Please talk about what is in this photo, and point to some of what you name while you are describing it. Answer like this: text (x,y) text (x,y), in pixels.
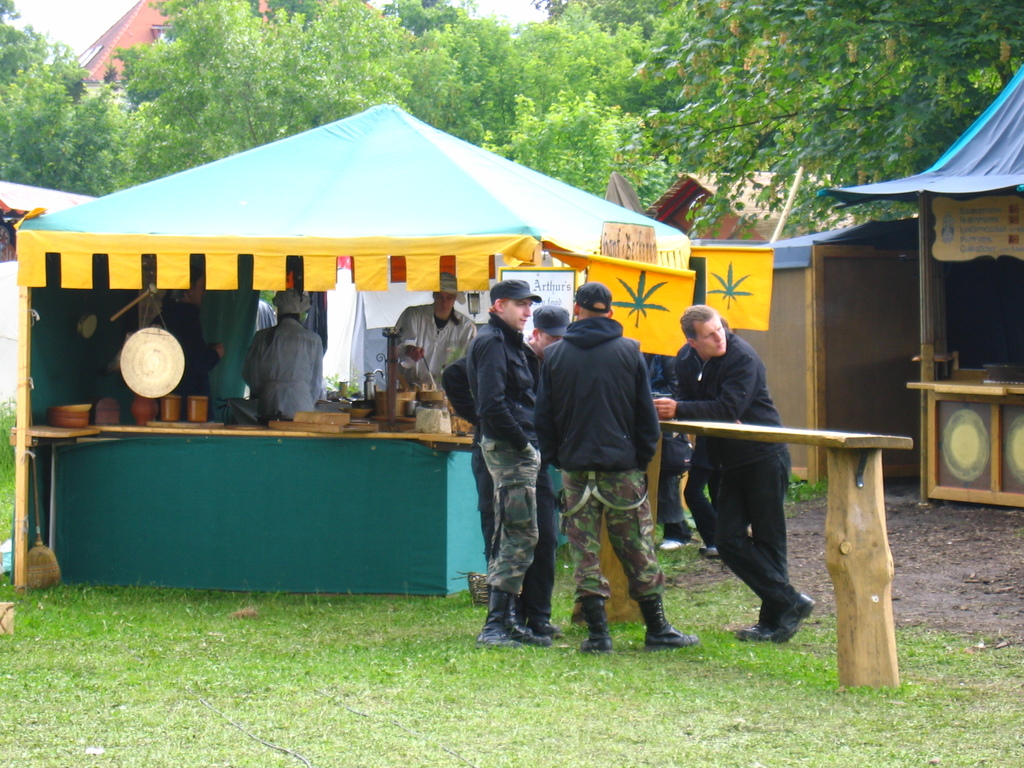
In this image we can see persons (579,478) at the wooden bench (869,591). At the bottom of the image (468,712) there is a grass (532,709). In the background (200,372) there is a tent (286,287), persons (289,353), huts (958,351), trees (329,118), buildings (125,32) and sky (92,17).
